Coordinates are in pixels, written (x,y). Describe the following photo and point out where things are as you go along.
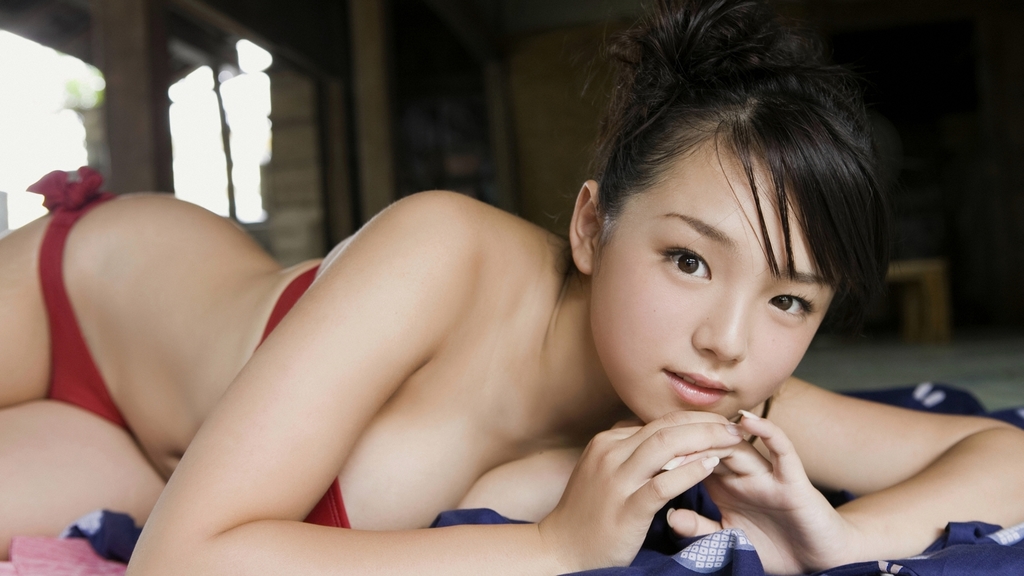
In this image in the center (470,251) there is one woman (535,316) who is lying, and at the bottom (997,527) there is a bed (983,527). In the background (142,164) there is a wall (578,71), pillars (345,115) and some other objects (897,73).
